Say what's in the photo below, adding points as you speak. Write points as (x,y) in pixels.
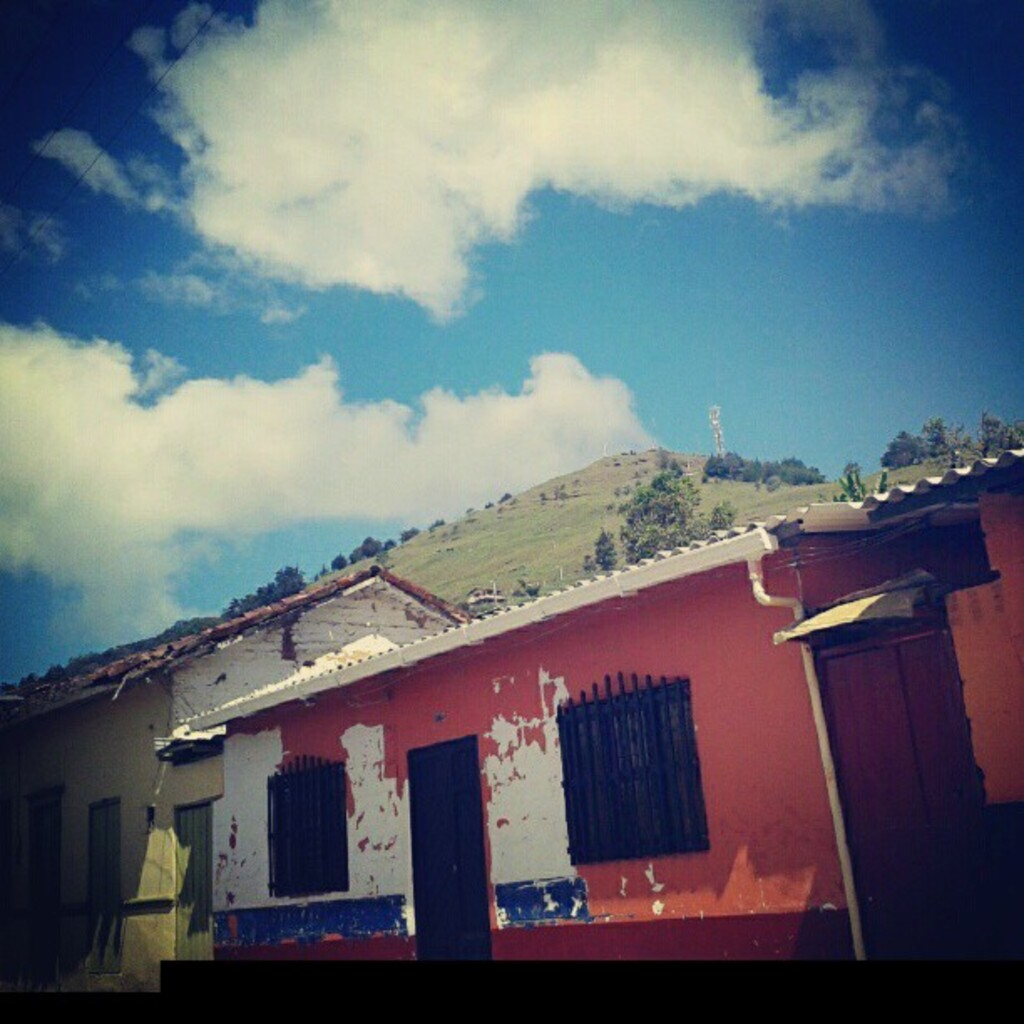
In this image we can see two houses (487,740), behind with it there are some trees (676,468) and a mountain (513,504), we can see a clouded sky (586,198).
